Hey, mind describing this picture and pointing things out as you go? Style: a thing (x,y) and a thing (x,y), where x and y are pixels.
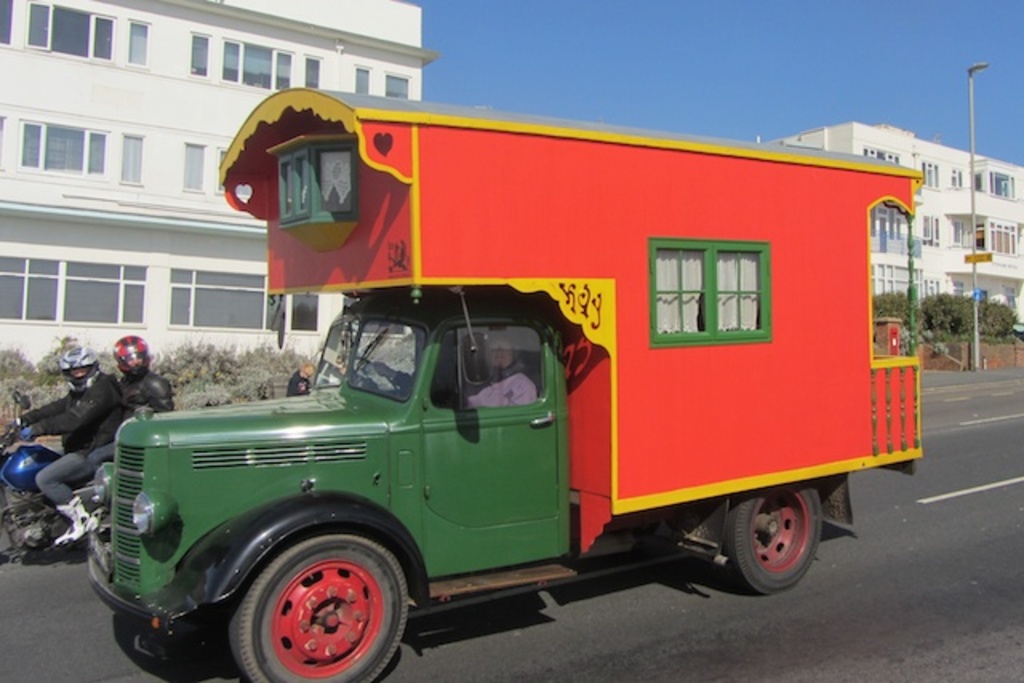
In this image, there are two persons (86,376) sitting on a motorbike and another person (505,378) sitting in a truck (488,427), which are on the road (724,581). There are buildings (233,249), plants (960,305) and a street light (974,273). In the background (532,76), there is the sky (802,38).
